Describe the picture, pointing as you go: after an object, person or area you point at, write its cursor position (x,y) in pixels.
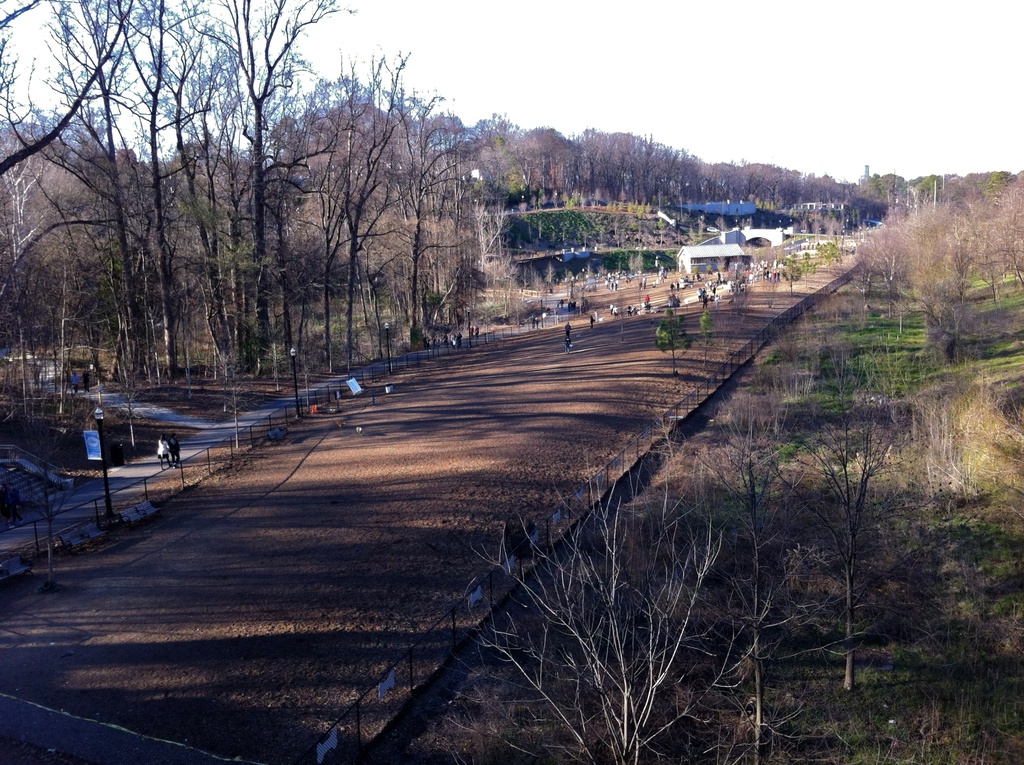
In this image we can see trees (496,183), persons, buildings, poles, road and other objects (863,223). At the bottom of the image (323,688) there is the road (328,723) and trees (783,733). At the top of the image (528,76) there is the sky (612,29).
